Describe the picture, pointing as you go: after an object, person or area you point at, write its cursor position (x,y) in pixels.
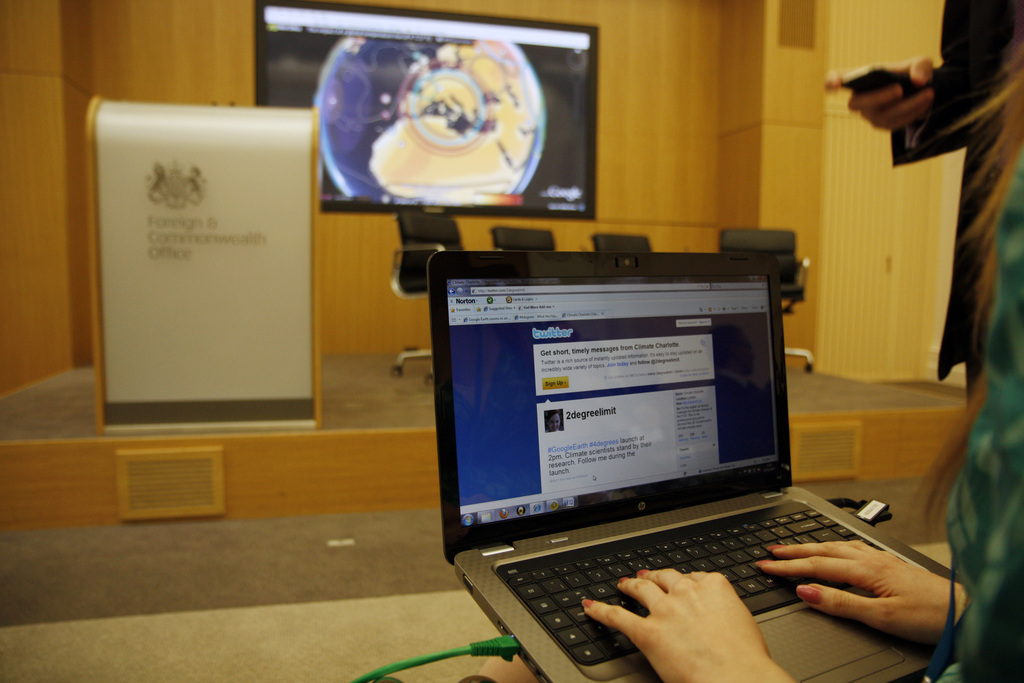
In the image there is a person (739,635) working with the laptop (469,456) and beside that person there is another person (974,21) standing and in front of them there is a stage (235,448) and on the stage (106,479) there are four empty chairs (423,250), a lectern (274,243) and in the background (262,35) there is a screen (377,108) and something is being displayed on the screen (379,154) and behind that screen (454,131) there is a wooden wall (761,117).
